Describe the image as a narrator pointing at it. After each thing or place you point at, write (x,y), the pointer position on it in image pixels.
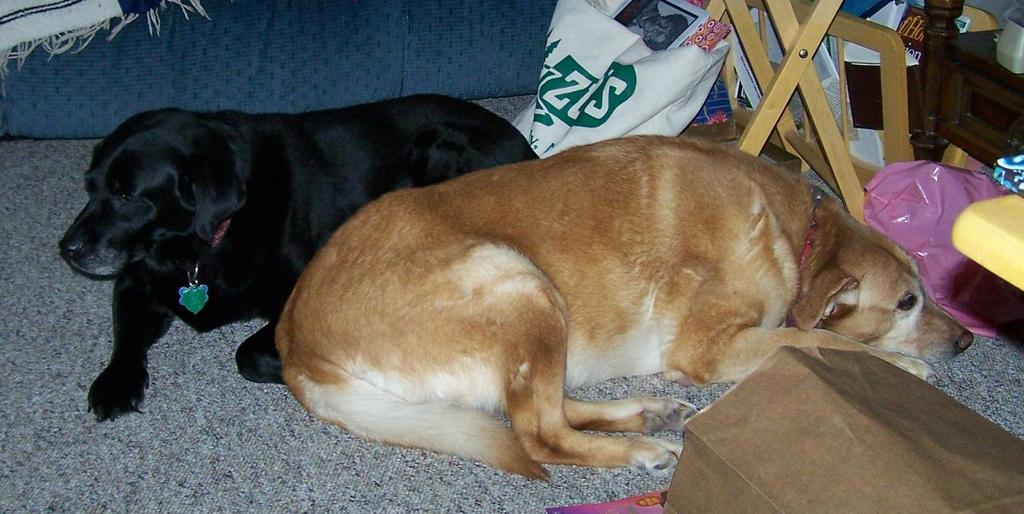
In this image we can see dogs (487,289) lying on the floor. In the background (950,269) there are polythene bags (955,252) and cupboard (962,56).
